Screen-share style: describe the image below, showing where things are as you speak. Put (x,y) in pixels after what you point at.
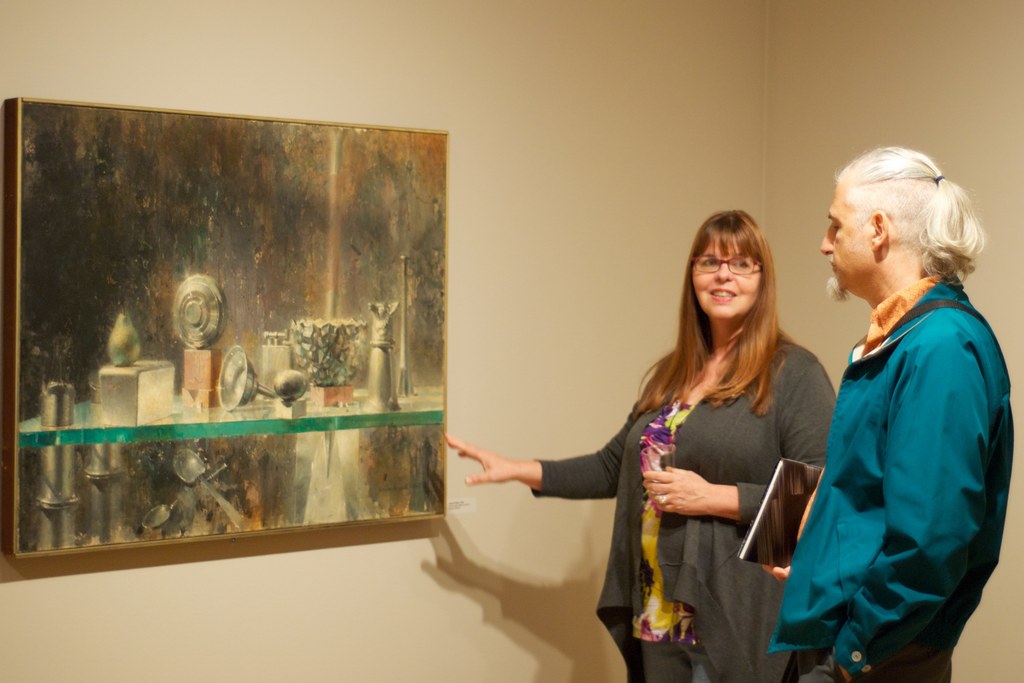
In this image I can see there are two persons (877,239) visible on the right side (688,537), in the middle (672,279) there is the wall (147,81), and a frame (369,248) attached to the wall (434,656) and in the frame (310,318) I can see sculpture image (311,357) and some objects (209,403) visible.
